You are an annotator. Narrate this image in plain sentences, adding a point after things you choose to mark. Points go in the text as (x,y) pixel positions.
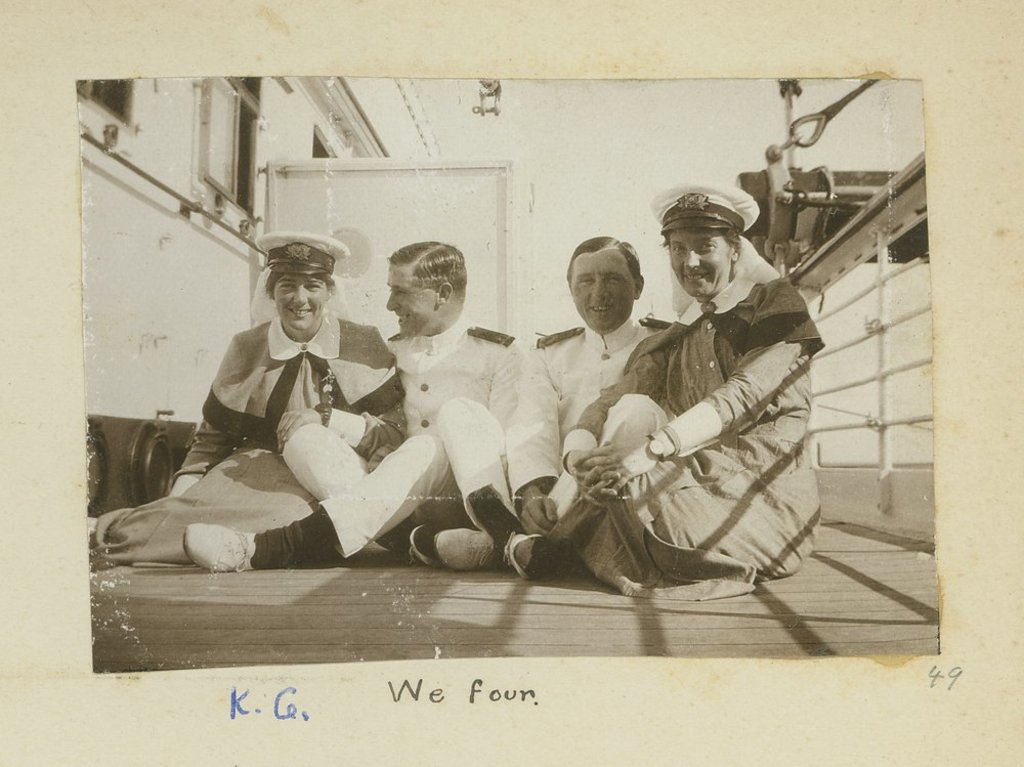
In this image I can see four person (748,252) sitting on the floor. The person (508,398) in front (494,398) wearing uniform (543,390), background (502,204) I can see wall (496,183) and the image is in black and white.
